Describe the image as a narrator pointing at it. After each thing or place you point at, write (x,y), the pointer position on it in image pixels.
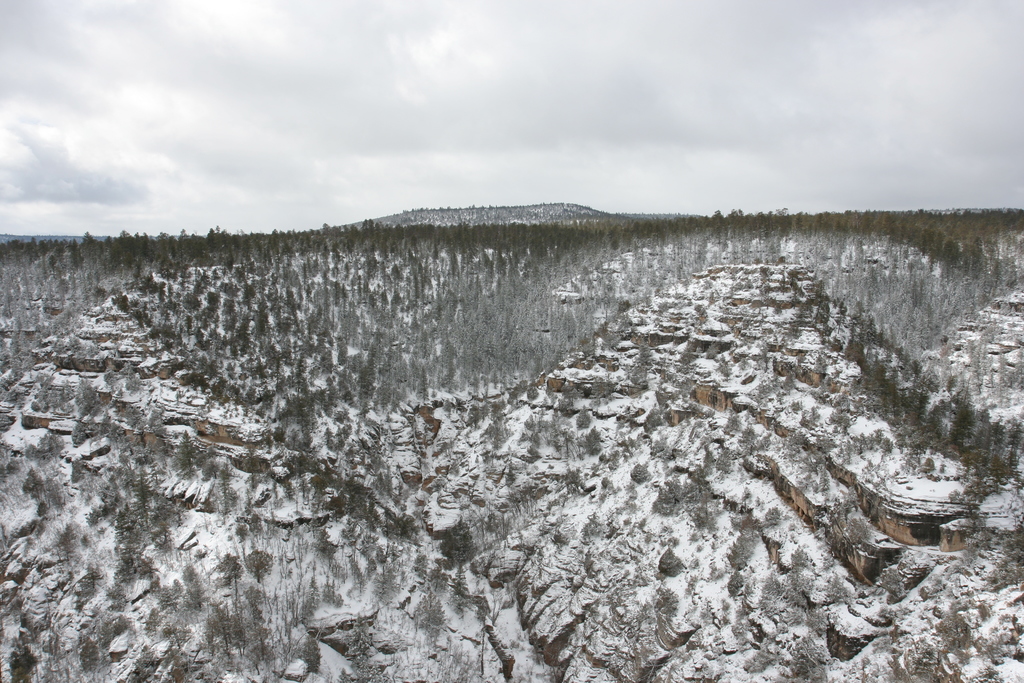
This picture is taken in hill area (269,281), there are plants (379,387) and snow (605,426), in the background (55,210) there is cloudy sky (454,130).
